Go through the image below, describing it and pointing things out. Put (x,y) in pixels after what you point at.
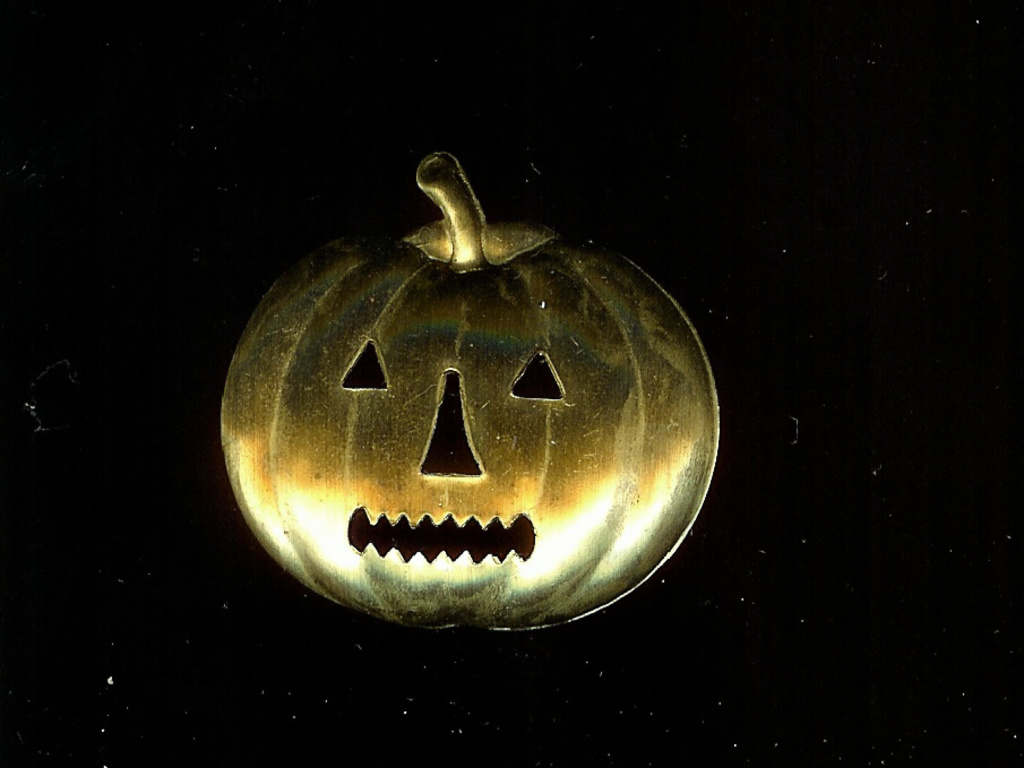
In the center of the image (676,326) there is a depiction of a pumpkin (261,375).
